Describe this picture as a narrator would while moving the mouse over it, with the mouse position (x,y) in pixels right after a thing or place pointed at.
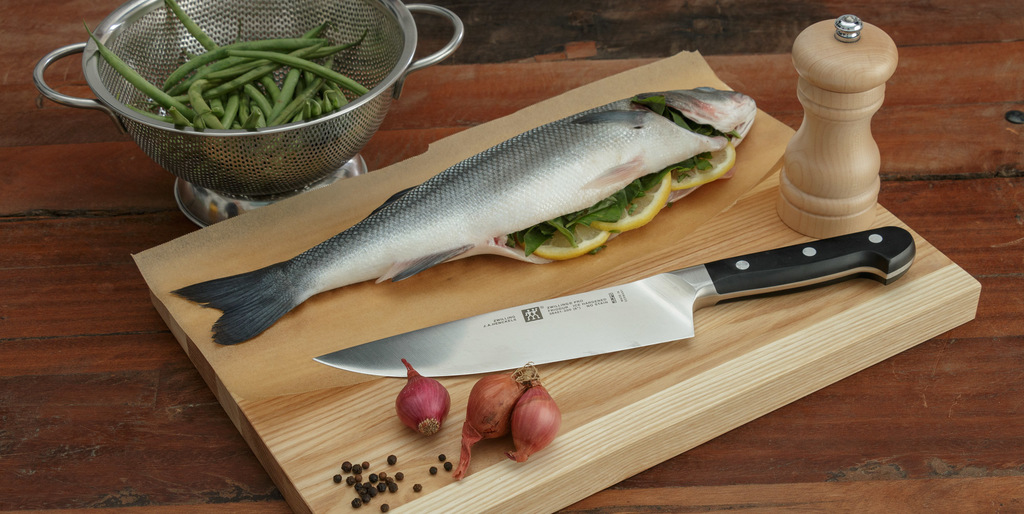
In the center of the image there is a table (867,485) on which there is a chopping board (577,448). There is a knife (442,372) on the chopping board (745,321). There is a fish (181,294) on the chopping board (507,264). There are few onions (526,452). Besides the chopping board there is a bowl (405,10) with beans (179,9) in it.
